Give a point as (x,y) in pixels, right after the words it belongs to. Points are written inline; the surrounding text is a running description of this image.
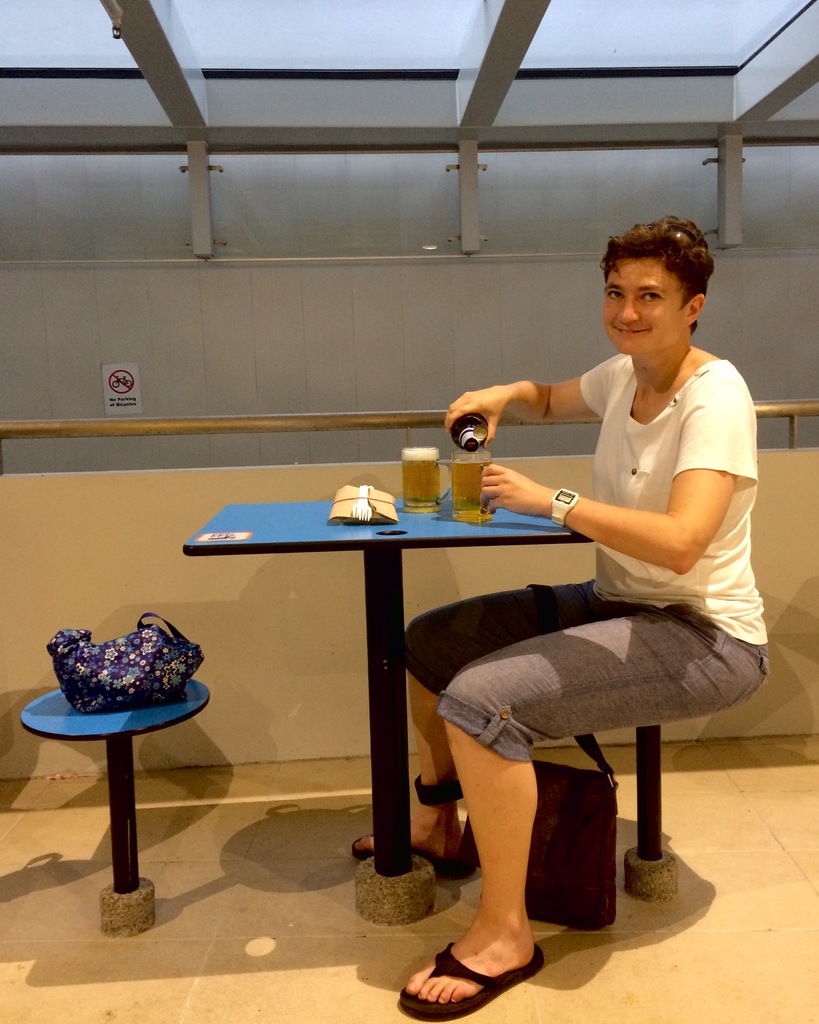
This image consists of a woman (627,493) wearing white T-shirt (624,455) is sitting and pouring beer (474,503) in the glass (466,509). In front of her, there is a table (404,528). At the bottom (216,947), there is a floor (207,928). In the background (168,410), there is a wall (173,492) along with the railing (223,420). At the top (190,50), there is a roof (137,132).
